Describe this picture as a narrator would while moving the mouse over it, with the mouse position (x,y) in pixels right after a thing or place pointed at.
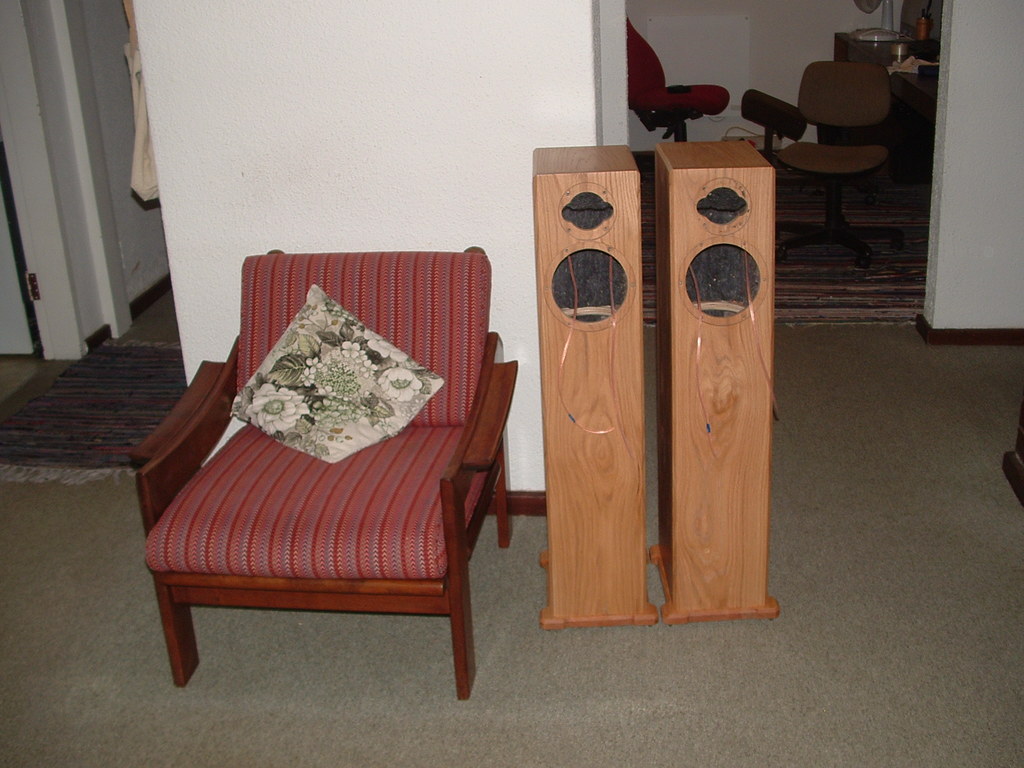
In this picture we can see a chair (375,312), two wooden objects (690,537) and a doormat (132,432) on the floor (304,666). On the chair (376,282) we can see a pillow (363,346). In the background (241,145) we can see the walls (459,105), chairs (824,237), carpet (855,302) and some objects (144,131).
